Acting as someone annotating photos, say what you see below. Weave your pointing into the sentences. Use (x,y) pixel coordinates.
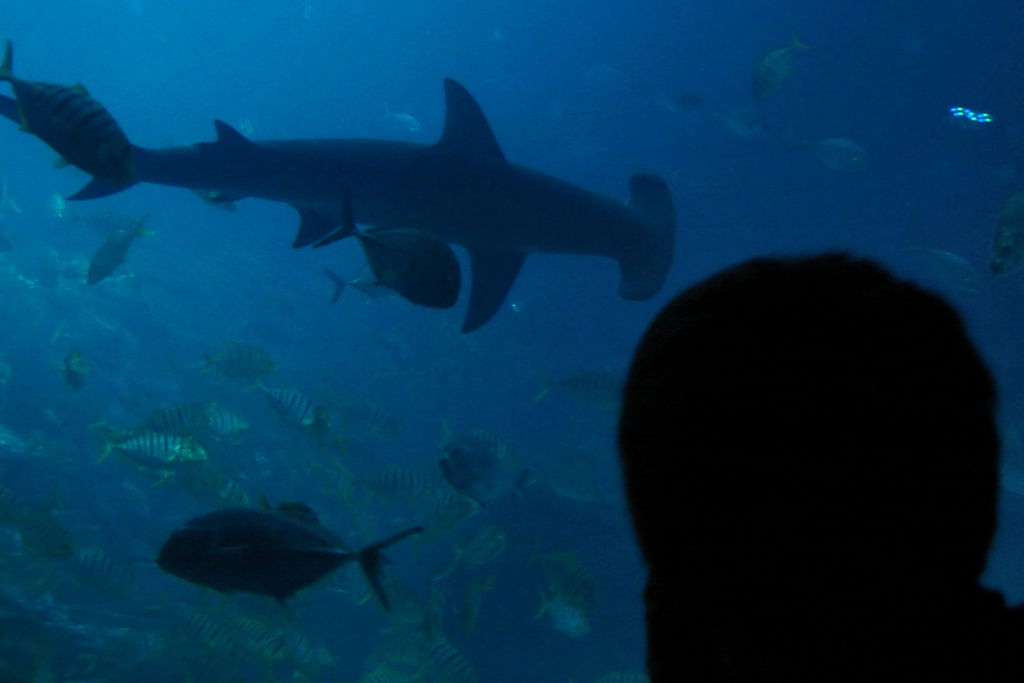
In this image I can see the underwater picture. I can see many aquatic animals (304,539) in the blue color water (296,290). To the side I can see the black color object (651,441).
